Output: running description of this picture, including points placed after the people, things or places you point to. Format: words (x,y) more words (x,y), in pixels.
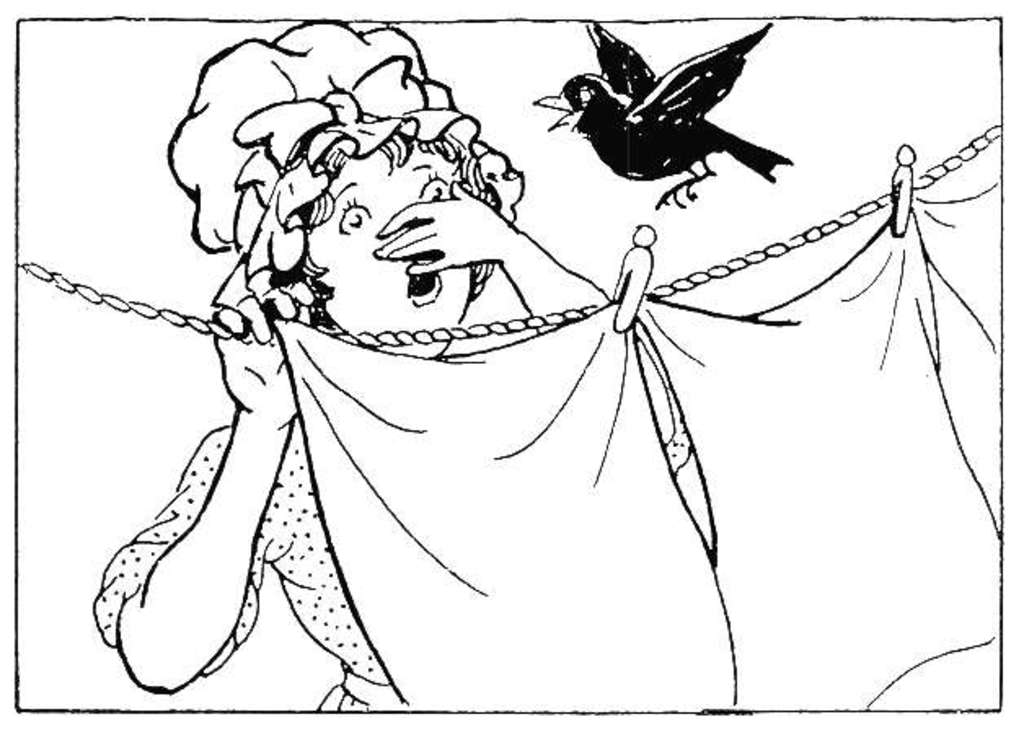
In this image we can see the drawing of a person (318,528), clothes (377,458) on a rope (710,272), clips (650,262) and a bird (606,119).
